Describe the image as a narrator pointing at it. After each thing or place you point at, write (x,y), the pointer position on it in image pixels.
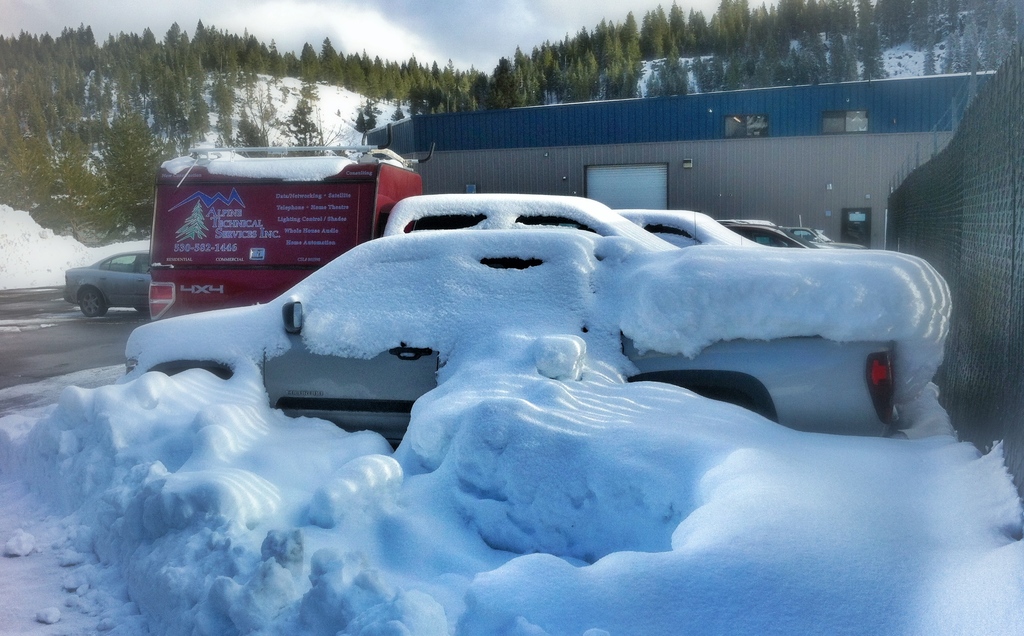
In this image we can see the shed (742,170), wall (980,200) with the railing (991,175) and also the trees (96,213). We can also see the vehicles (275,219) and some vehicles (714,355) are covered with the snow (458,306). We can see the road (74,348) and also the sky (413,24) with the clouds (274,20).
